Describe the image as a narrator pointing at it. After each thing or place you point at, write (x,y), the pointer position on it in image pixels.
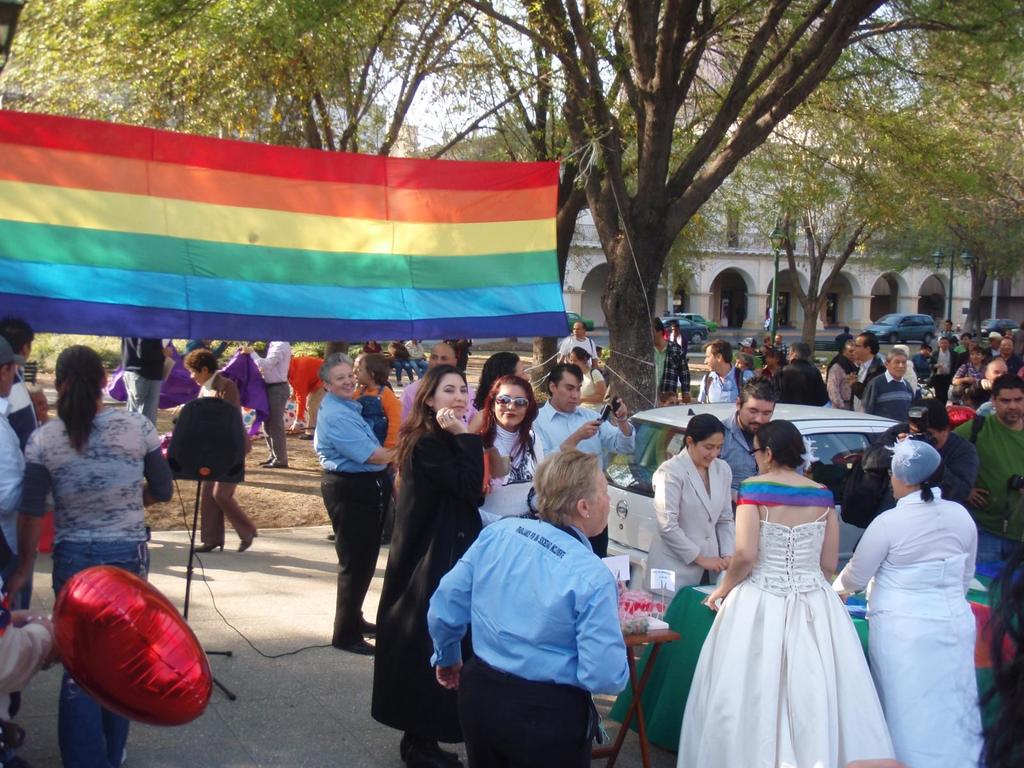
In this image I can see group of people (522,481) are standing on the ground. Here I can see a car (613,499), tables (699,614) which has some objects (665,622) and a cloth (365,254) which is in different colors. In the background (581,109) I can see trees (663,113), a building (700,275) and the sky (481,106).
